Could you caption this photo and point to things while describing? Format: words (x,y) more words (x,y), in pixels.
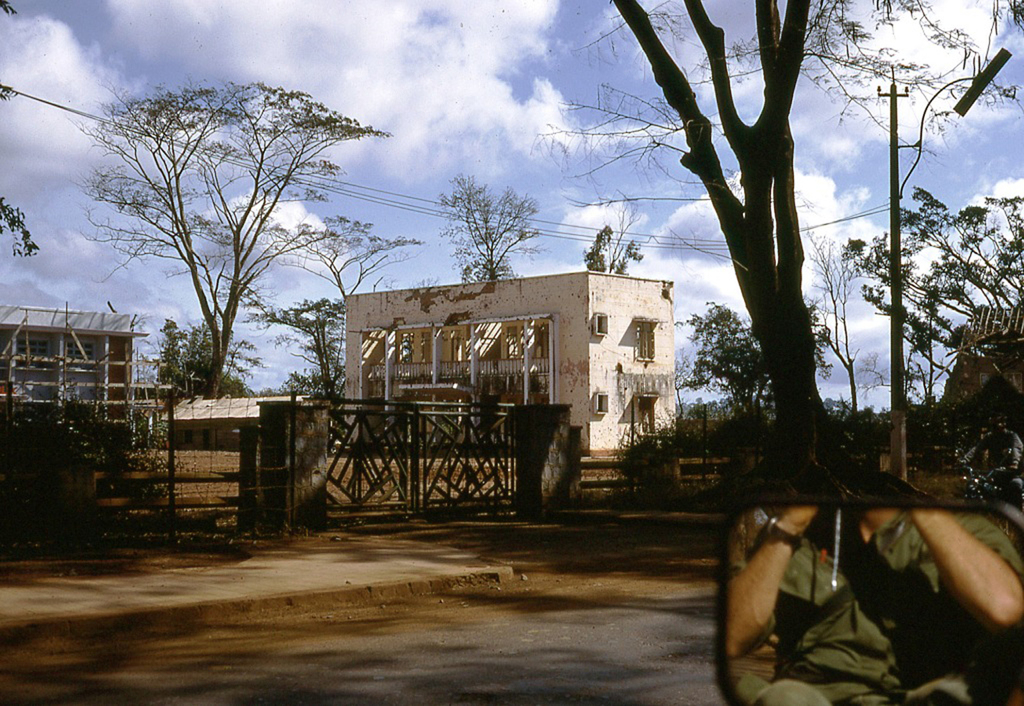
On the right (758,541) we can see a mirror (1014,510), in the mirror (937,547) we can see the reflection (871,548) of a person (849,586). In the center of the picture (581,299) there are trees (762,198), buildings (514,372) current pole (897,204), street light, cables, gate (377,480), footpath (262,560) and other objects (286,445). At the top (511,128) it is sky (752,70).
